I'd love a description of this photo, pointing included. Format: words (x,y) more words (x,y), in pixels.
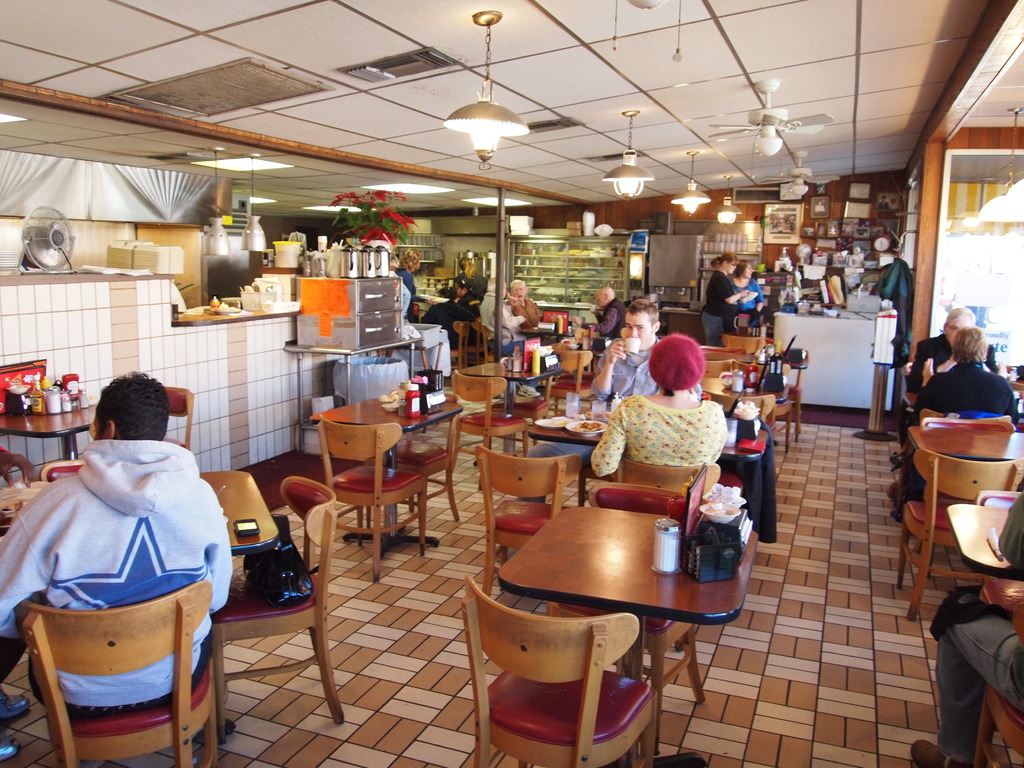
This picture is of inside. On the right (967,394) there are two persons (978,387) sitting on the chairs (1011,596) and in the center (664,408) there is a man (629,371) and a woman (669,418) sitting on the chair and seems to be drinking. On the left (162,443) there is a man (128,711) sitting on the chair (85,660) and there are some items (326,266) placed on the top of the table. We can see a table fan (70,235), lamp (693,198) and some group of people (470,277) sitting on the chairs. In the background (739,267) we can see two persons (731,297) standing, a table (839,313) and picture frames (815,213) hanging on the wall (809,195) and some machines (640,241).
